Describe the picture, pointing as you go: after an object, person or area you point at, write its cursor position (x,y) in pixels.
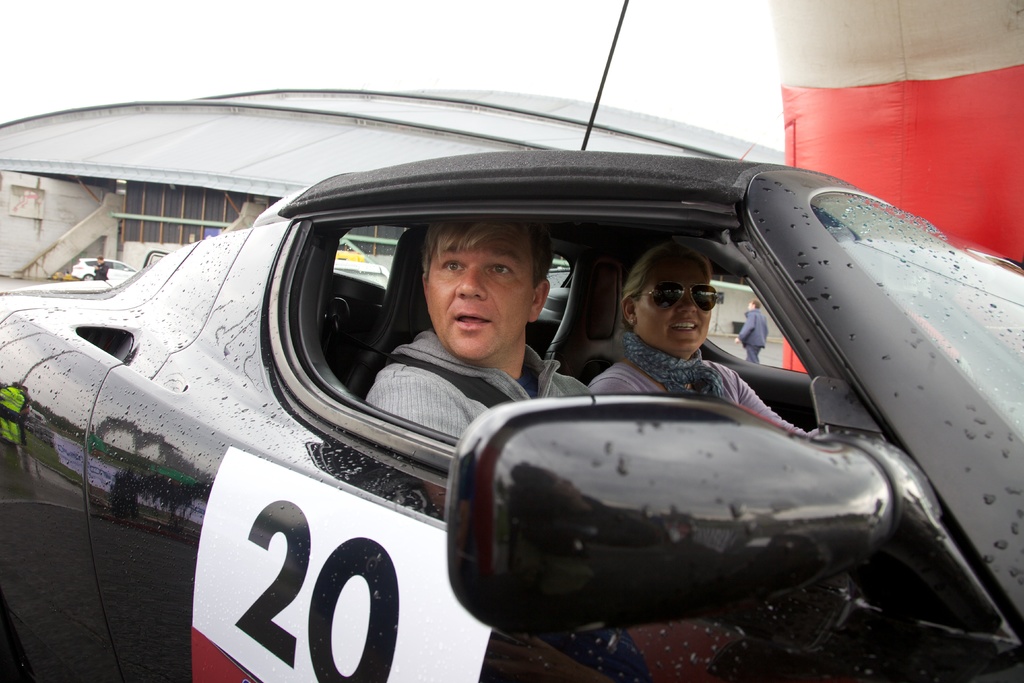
In this picture we can see a man (475,353) and the woman (630,351) who is wearing black goggle (699,291) and muffler (672,379) in her neck (672,379) sitting inside the car (423,329), From outside we can see black color car (571,576), with antenna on the roof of the car (857,338) and in behind we can see warehouse (178,206) with some glass door (182,207).
